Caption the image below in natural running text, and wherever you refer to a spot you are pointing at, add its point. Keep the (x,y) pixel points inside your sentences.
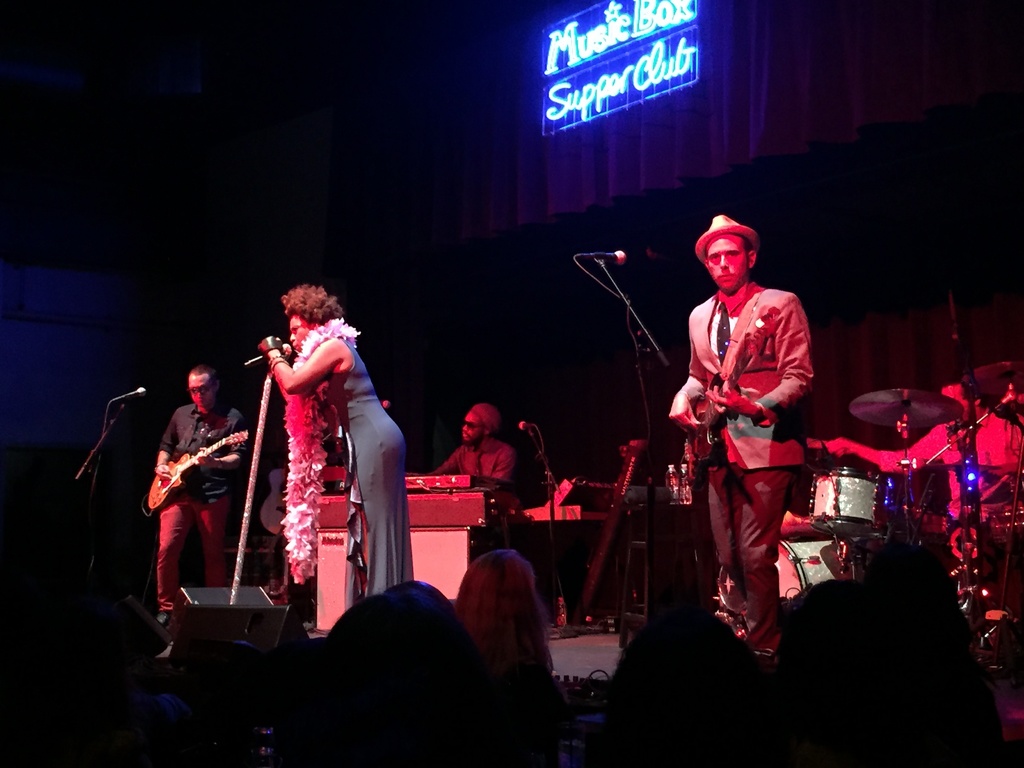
there is a music band (508,464) on the stage (570,674). Two of them are playing guitars (700,421). One of the lady (310,411) is singing, holding a microphone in front of her. In the background (490,428) there is a guy (487,441) playing a piano (428,487). Right side (854,499) there is a guy (989,452) playing drums (844,511). And the audience (334,679) are enjoying their concert. In the background (515,162) there is a curtain (483,163) and some lights (576,76) here.
